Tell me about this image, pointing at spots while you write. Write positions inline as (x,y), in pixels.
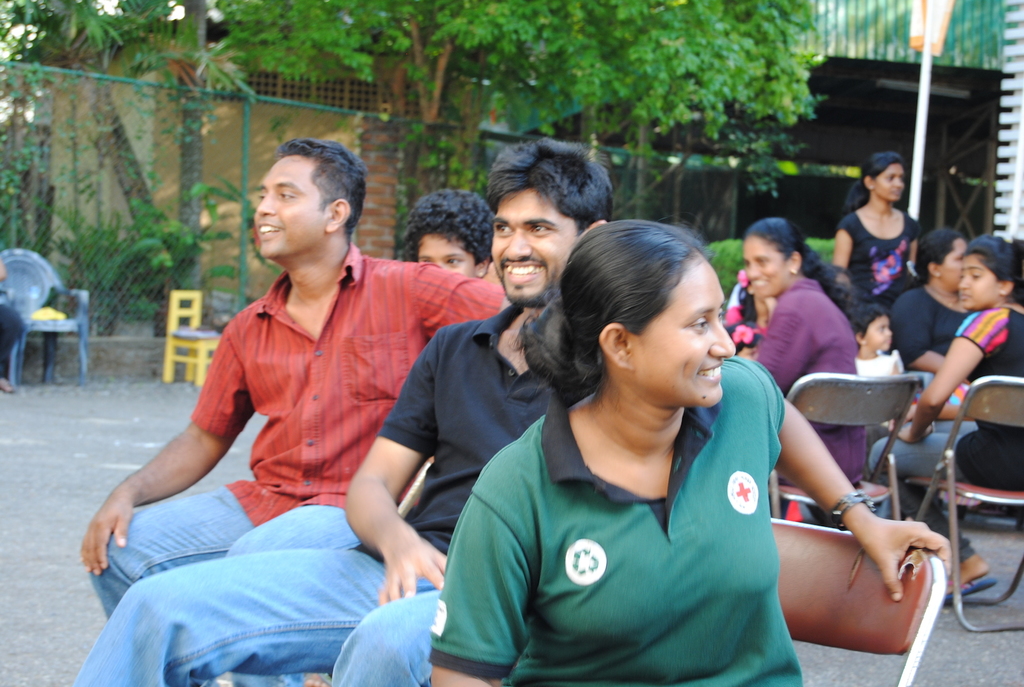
In this picture that a group of people (316,168) sitting and smiling in the backdrop (74,212) there's a pole (927,99) they are plants (212,79) and fence (71,266).
